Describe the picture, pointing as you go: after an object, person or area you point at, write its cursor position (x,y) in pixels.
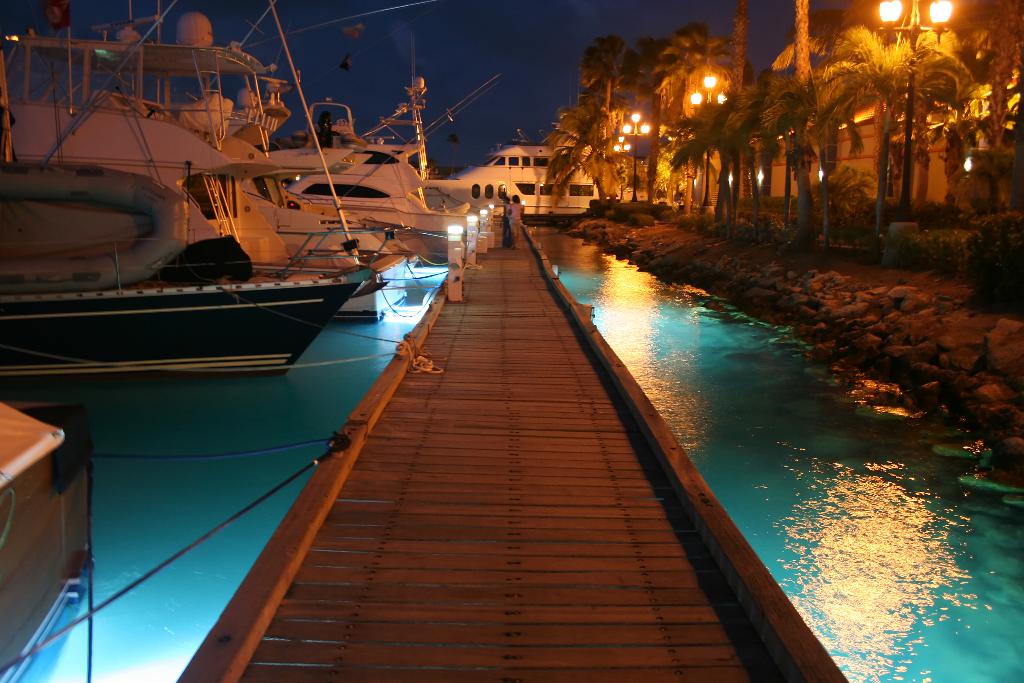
These are the boats (367,220), which are on the water (295,425). This looks like a wooden bridge (528,412). I can see two people (517,213) standing. These are the trees (739,131) and street lights (939,27). I can see the rocks (983,408). These look like the bushes (840,214). This is the sky (566,25).
